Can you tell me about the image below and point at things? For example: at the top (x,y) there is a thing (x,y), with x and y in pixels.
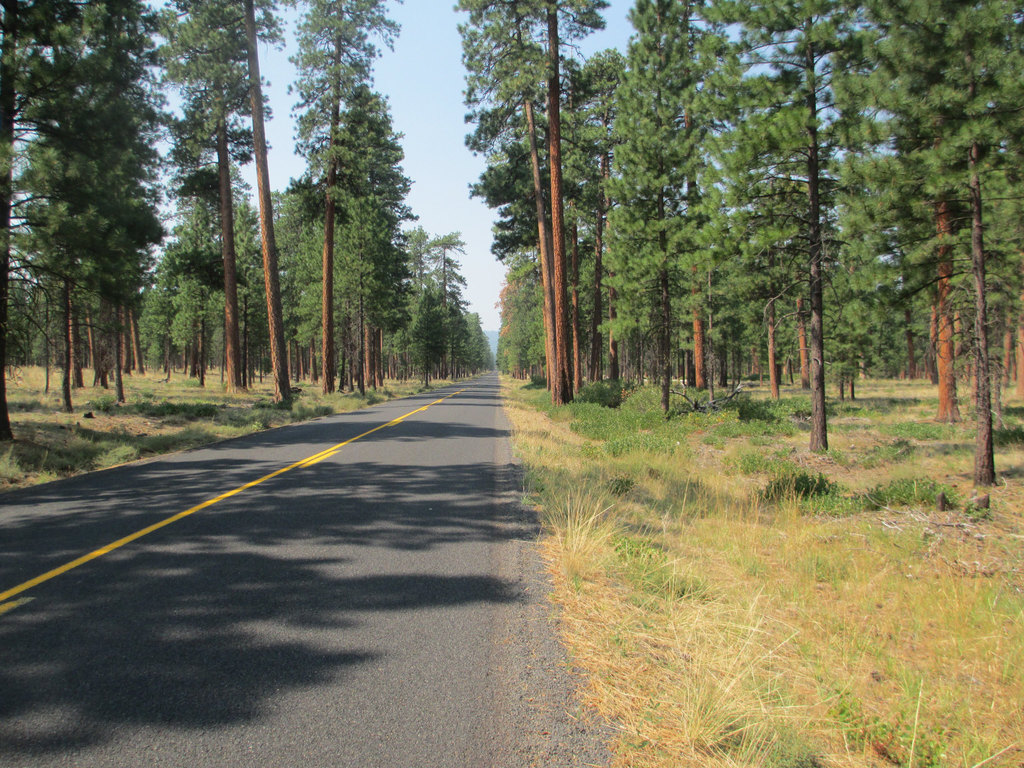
In this image we can see a road (251,494). On the sides of the road (226,620) there are trees (309,232). On the ground (111,427) there are plants (630,405). In the background (407,126) there is sky (443,120).
